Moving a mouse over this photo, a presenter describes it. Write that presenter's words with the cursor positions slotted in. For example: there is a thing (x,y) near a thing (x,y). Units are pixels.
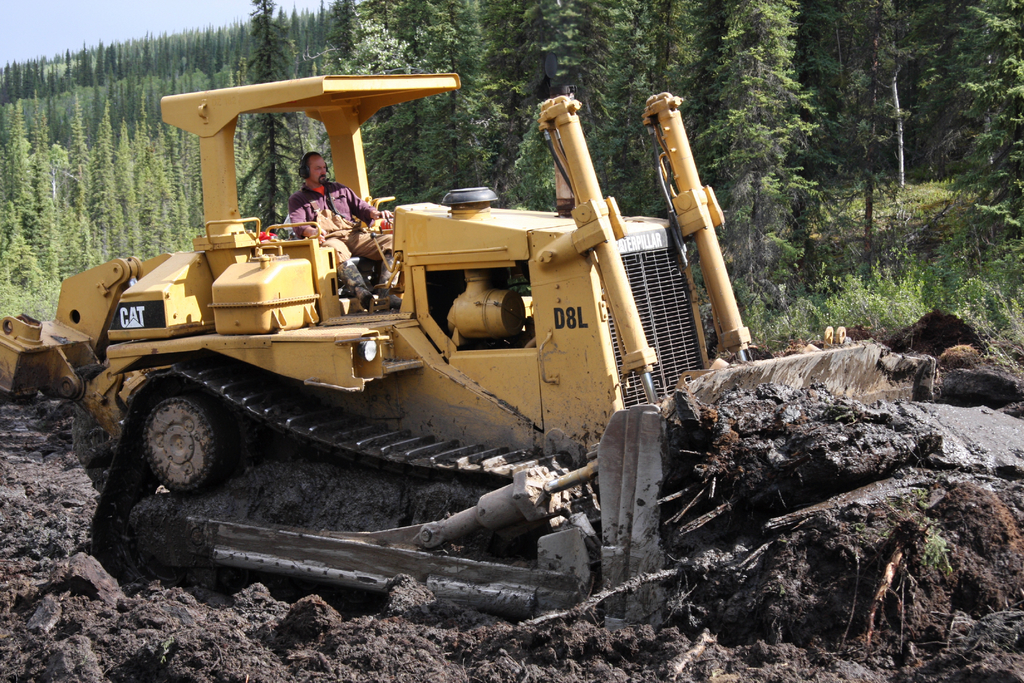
In the middle of the picture (440,314), we see a man (342,268) riding the bulldozer (424,352). It is in yellow color. At the bottom of the picture (383,614), we see the mud (537,643). There are trees (898,75) in the background (100,186).
